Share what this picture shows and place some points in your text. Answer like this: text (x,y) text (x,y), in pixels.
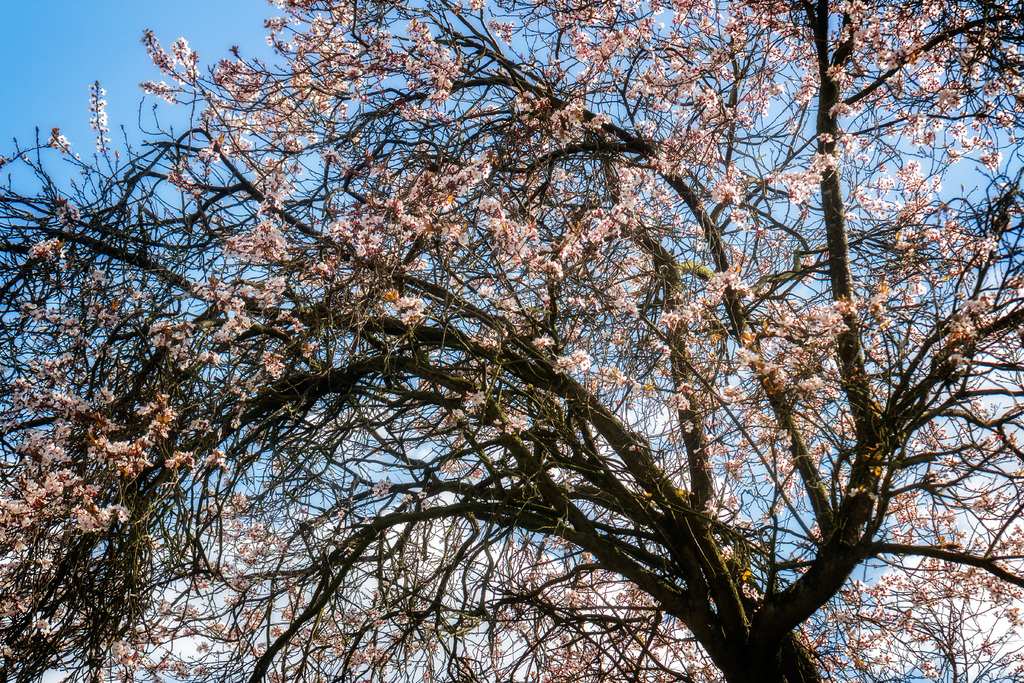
There is a tree (604,239) with some flowers (588,230) as we can see in the middle of this image (369,445), and there is a sky (125,69) in the background (114,92).
